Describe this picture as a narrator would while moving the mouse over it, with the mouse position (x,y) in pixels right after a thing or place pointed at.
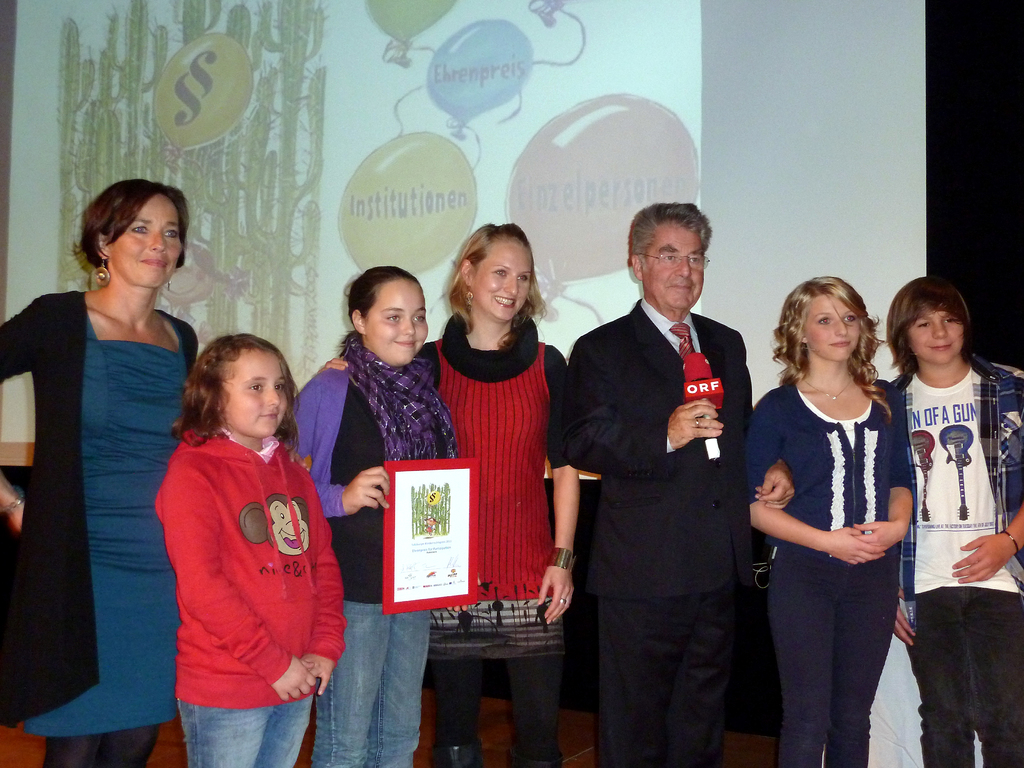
At the bottom of this image (711,671), there are a person (730,623), women (131,254) and children (334,448), smiling and standing on a stage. One of the children (400,313), holding a photo frame (455,540). In the background (808,76), there is a screen (586,85) arranged.
